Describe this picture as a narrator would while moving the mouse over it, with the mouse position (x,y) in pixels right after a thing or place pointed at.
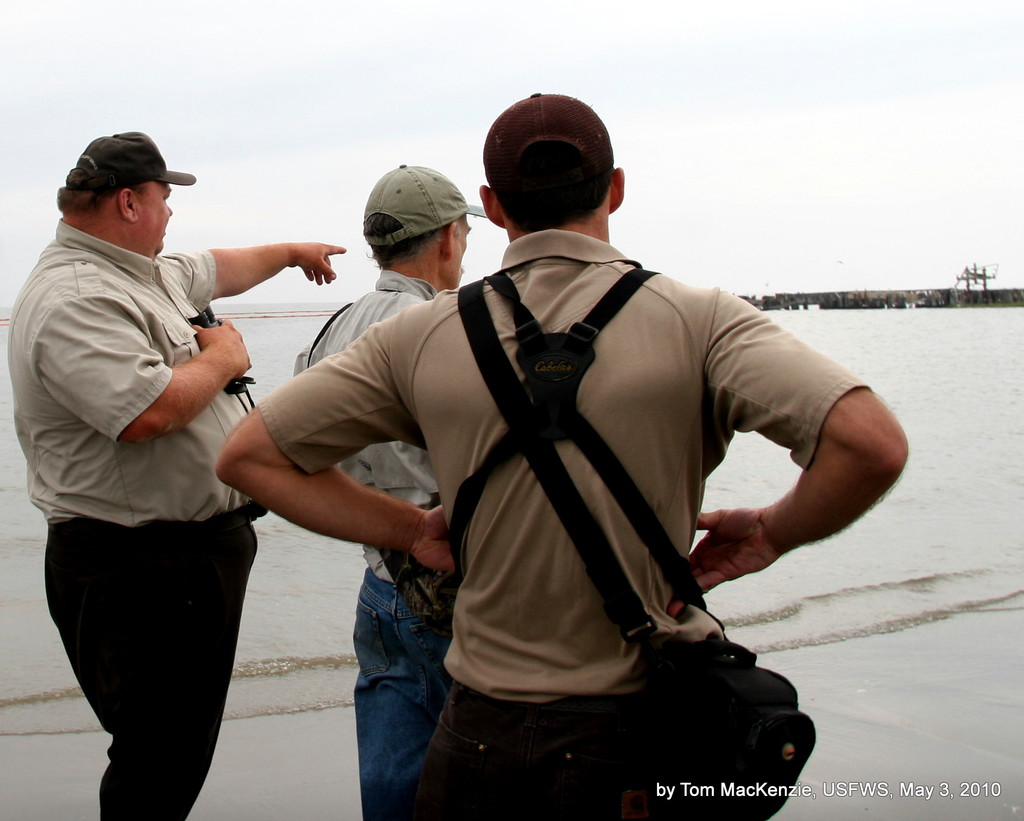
Here people (346,436) are standing, this is water (972,425).
